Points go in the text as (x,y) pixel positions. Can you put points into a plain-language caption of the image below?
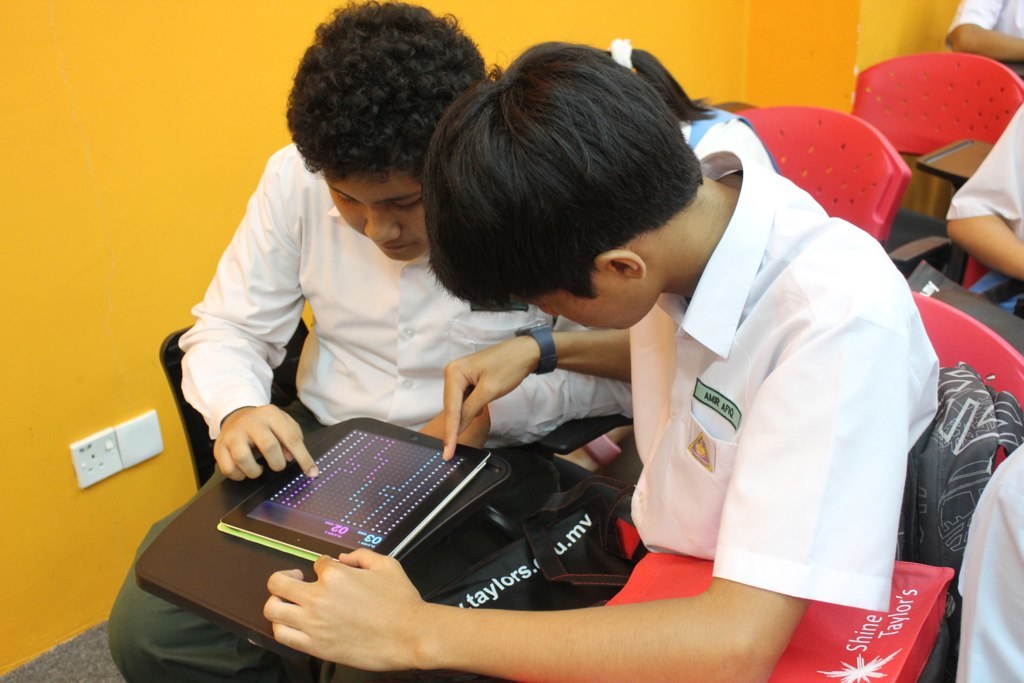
This picture might be taken in a room (537,124). In the center of the picture (637,351) there are two persons (568,415) seated and playing in a mobile (336,503), they are wearing white shirts (432,329). On the left (99,296) there is a yellow color wall (681,35). In the picture there are red chairs (963,135).
